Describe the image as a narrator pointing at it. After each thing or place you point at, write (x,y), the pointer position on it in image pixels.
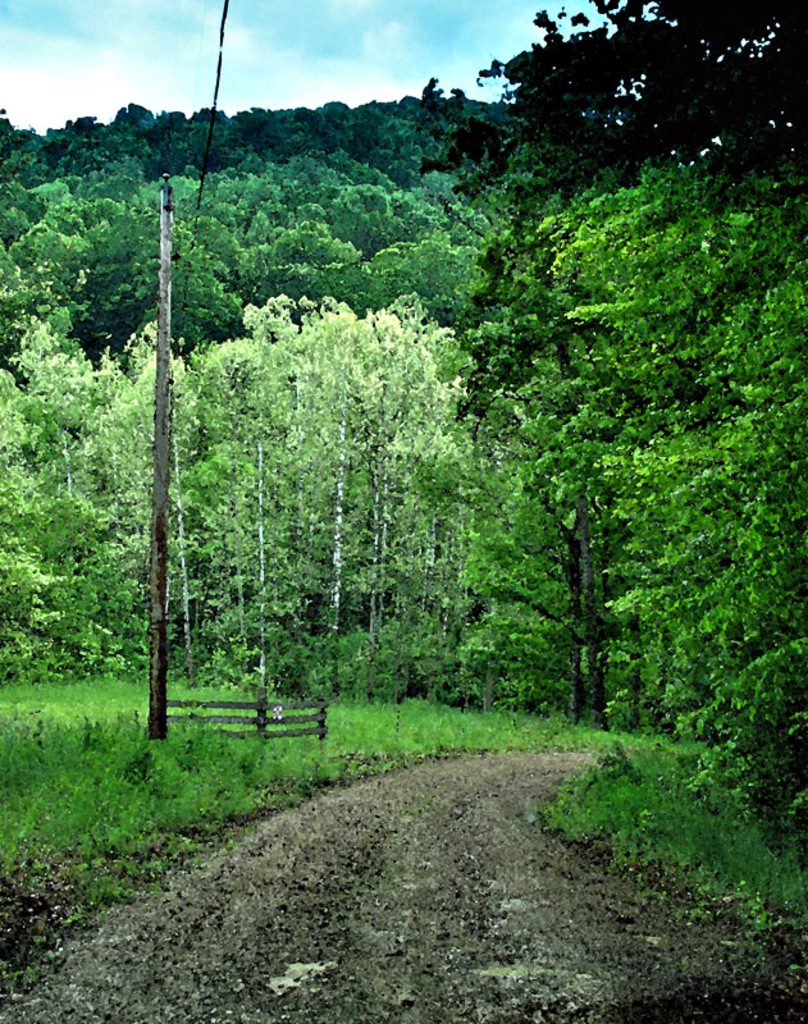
In this picture I can observe a path (445,843). There is a pole (156,566) on the left side (163,367). I can observe some grass (304,738) on either sides of the path (515,766). In the background (349,497) there are trees (327,258) and a sky (289,64) with some clouds (309,75).
